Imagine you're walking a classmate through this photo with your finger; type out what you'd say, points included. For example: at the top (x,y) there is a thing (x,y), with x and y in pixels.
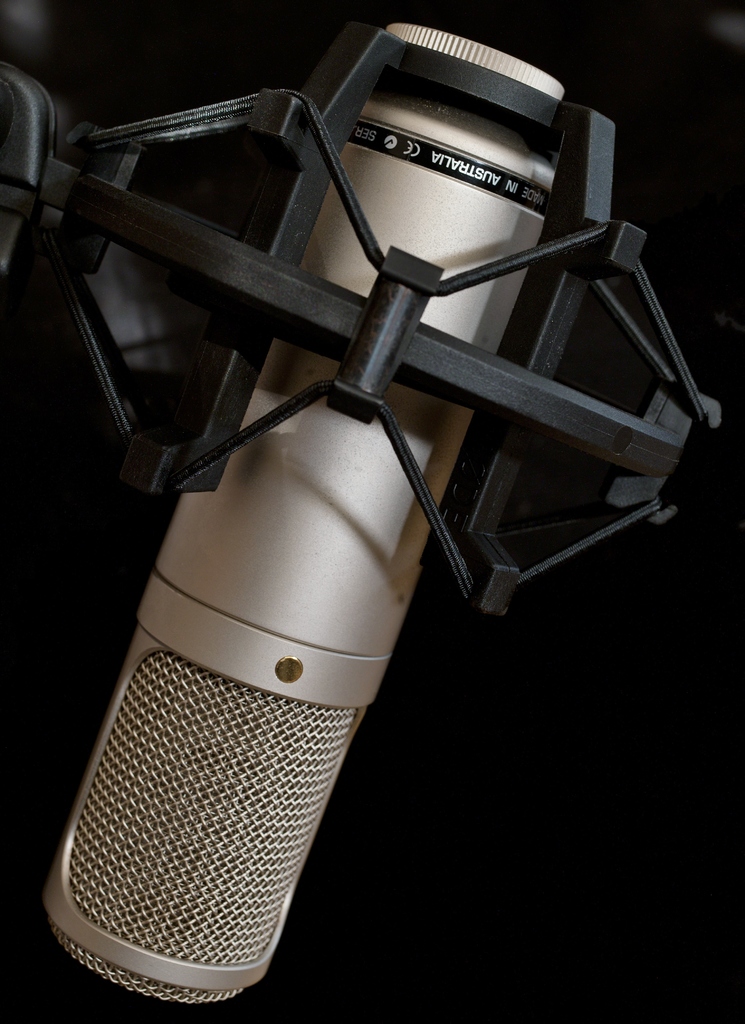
In this image I can see a mike (360,265) with white color and there is a text (450,163) written on that.
